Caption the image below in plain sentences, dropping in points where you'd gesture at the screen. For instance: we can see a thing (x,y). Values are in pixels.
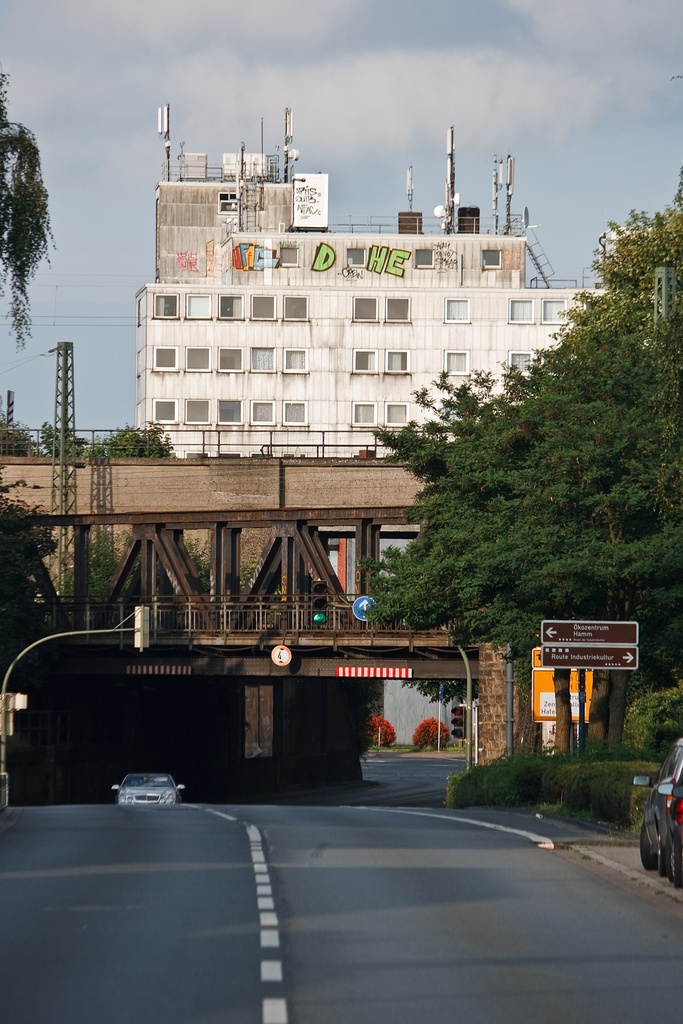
There is a car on the road (399,916) as we can see at the bottom of this image (383,824). We can see a bridge (317,556), trees (521,663) and a building (298,397) in the middle of this image (343,636) and the sky (326,75) in the background (329,150).
